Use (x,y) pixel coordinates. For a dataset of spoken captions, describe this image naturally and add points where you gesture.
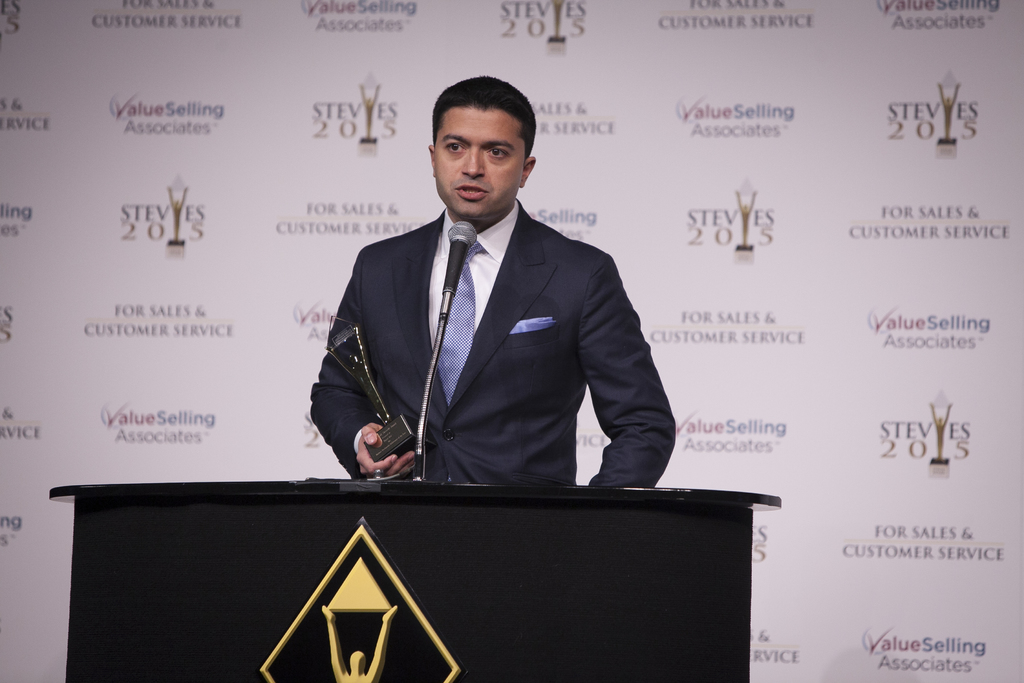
In this picture I can observe a man (401,242) in the middle of the picture (425,370). He is standing in front of a podium (346,580). He is wearing coat (422,390). In front of him I can observe mic (446,286).
